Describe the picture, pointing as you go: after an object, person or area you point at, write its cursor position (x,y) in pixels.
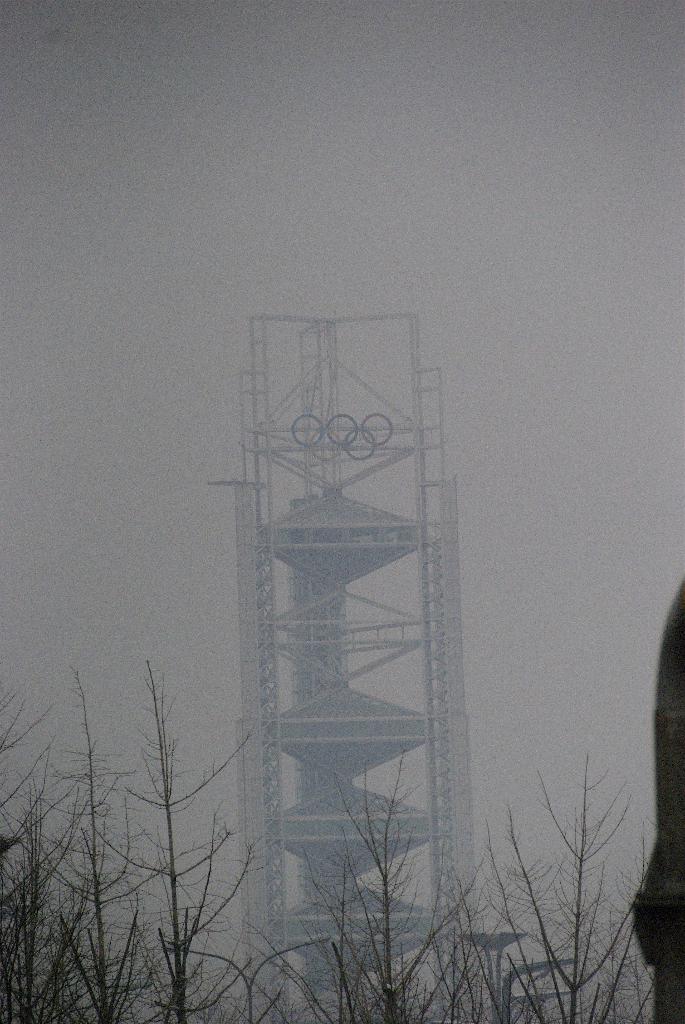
There is a tower (341,694) and it is covered with the fog (468,405), in the front (90,940) there are few dry plants (73,961) and something is standing beside dry plants (601,878).
